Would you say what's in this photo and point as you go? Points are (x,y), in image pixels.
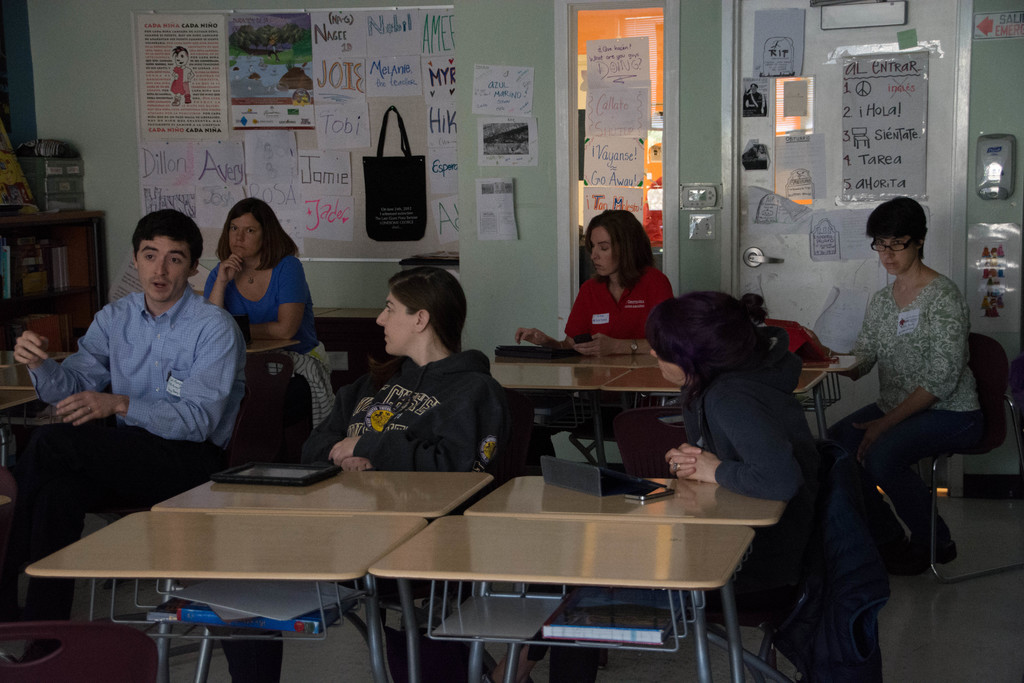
This picture is of inside the room (820,304). On the right (919,277) there is a woman (928,301) sitting on the chair (991,383), in front of her we can see a table (589,364) and on the left (138,323) there is a man (157,342) wearing blue color shirt (182,361) and sitting on the chair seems to be talking, behind him there is a woman (264,274) wearing blue color t-shirt (293,284) and sitting on the chair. In the center (442,425) we can see three women (426,359) sitting on the chairs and we can see the tables (498,524). In the center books (576,613) and papers (248,597) placed under the table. In the background (482,222) we can see a door (908,15) and some posters (253,90) on the wall (105,81), a cabinet (64,219) on the left corner (43,249) which is containing books (48,258).
